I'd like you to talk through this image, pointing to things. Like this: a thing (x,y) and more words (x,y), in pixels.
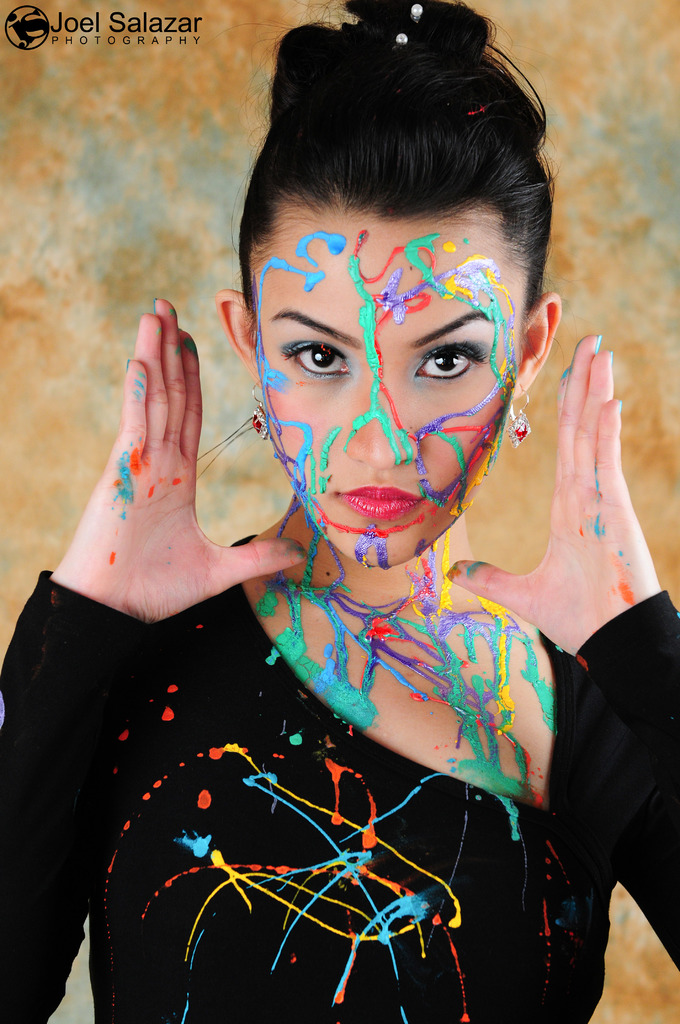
This image is taken indoors. In the middle of the image (323,660) a woman (344,833) is standing. In the background (168,202) there is a wall (35,90).
